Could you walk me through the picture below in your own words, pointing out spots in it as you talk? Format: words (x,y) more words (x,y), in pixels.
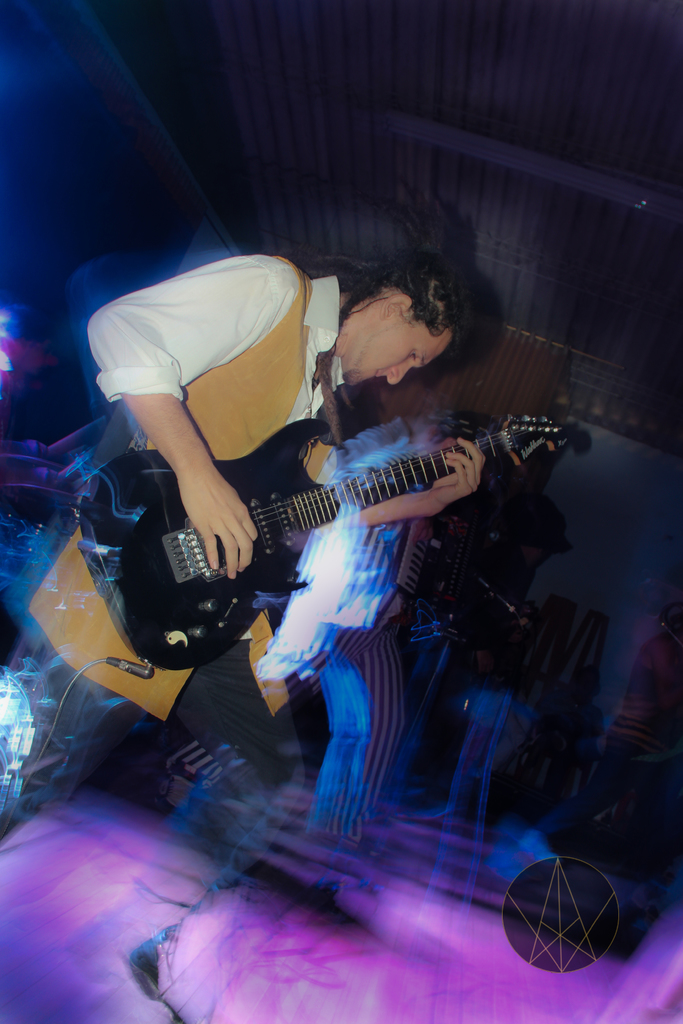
Here there is a man (246,520) on the floor (322,966) playing guitar (171,553) and there is a light (327,958) on the floor (388,936). Beside him there are few persons (483,556) playing musical instruments (450,563).
